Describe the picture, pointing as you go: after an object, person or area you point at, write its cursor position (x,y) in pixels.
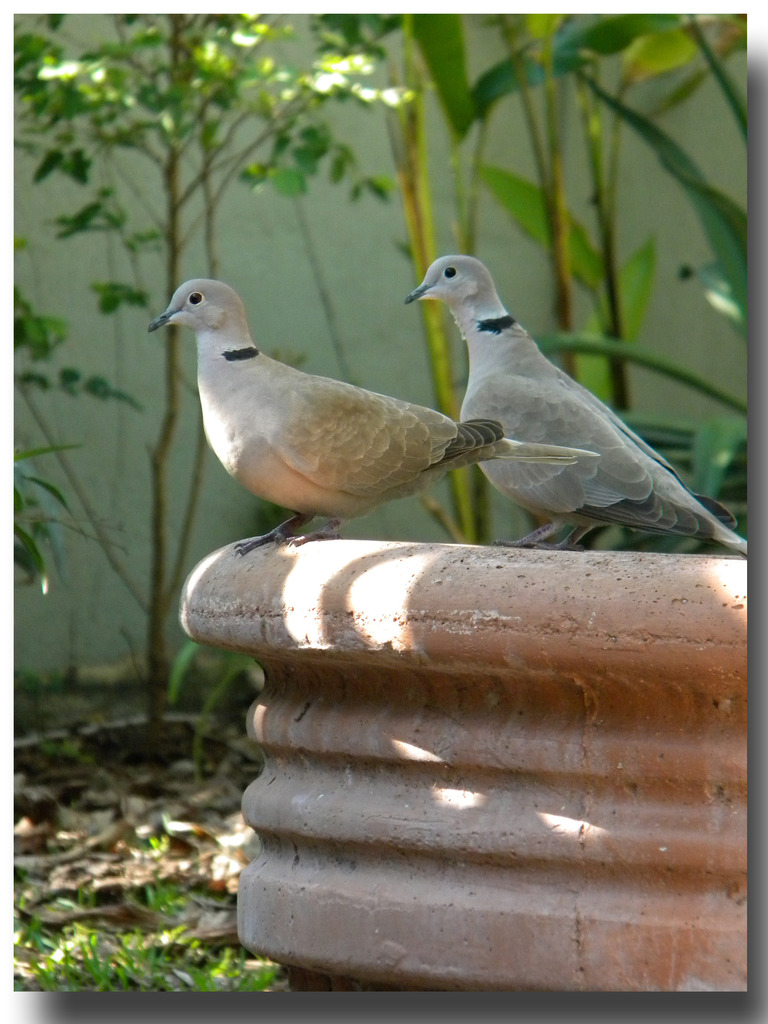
In this picture we can see two birds (341,458), in the background (380,535) we can find grass (137,936), trees (541,69) and a wall (362,273).
